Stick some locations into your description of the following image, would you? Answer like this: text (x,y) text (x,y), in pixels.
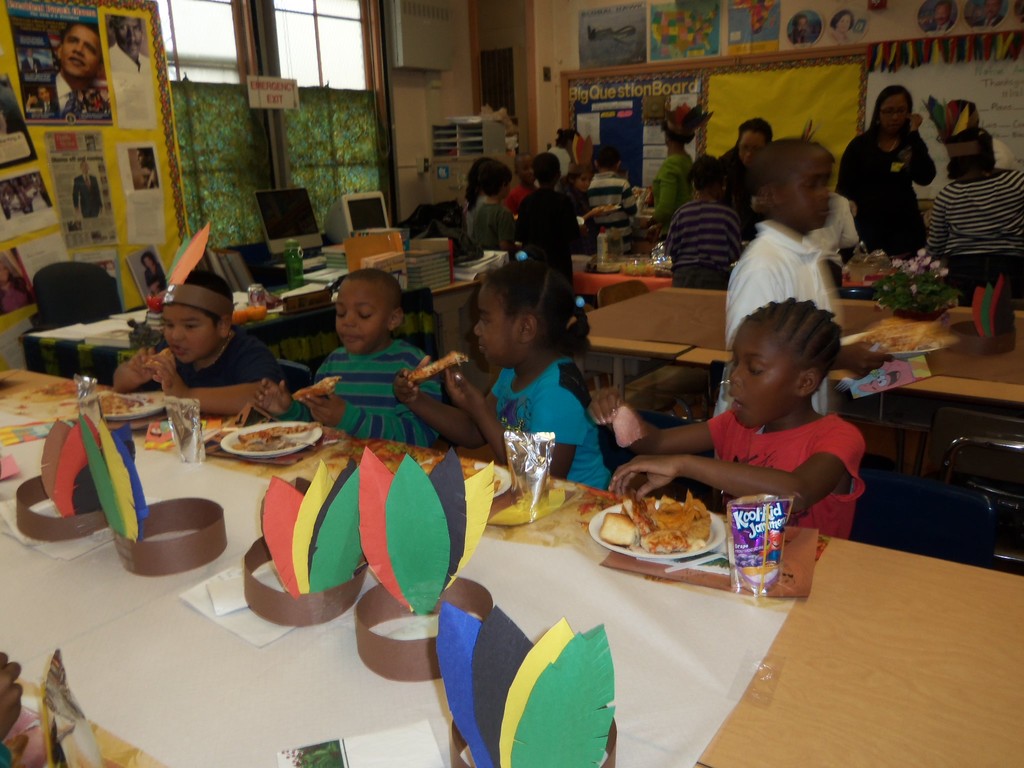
This image is taken inside a room (802,428). There are many people (890,175) in this room (401,172). At the top of the image (109,205) there is a wall (120,213) with many posters (29,159) on it and a window (299,48) and frames (841,19). In the right side of the image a boy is walking through the table (924,380). In the left side (133,672) image there is a table (132,648) on which plates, tissues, drink pouch (187,419) and a packet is placed. In the middle of the image (578,432) kids (532,320) are eating food (662,514) on the table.
